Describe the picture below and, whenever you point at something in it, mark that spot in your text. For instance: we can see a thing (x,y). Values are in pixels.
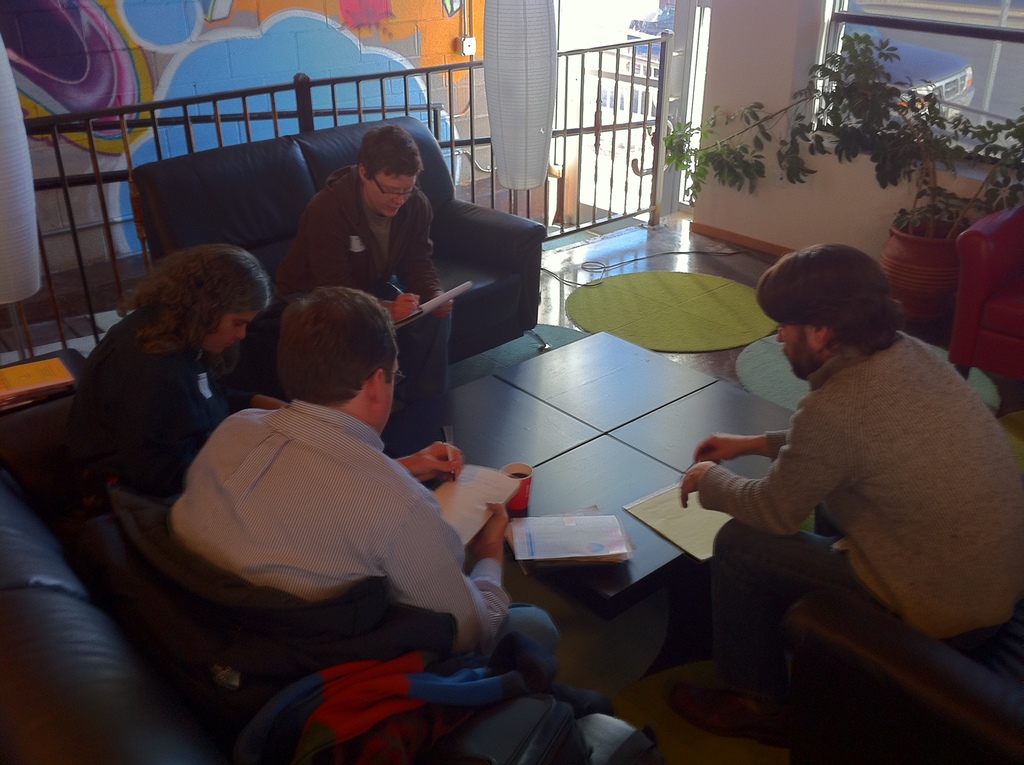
These four persons (220,446) are sitting on the sofa (322,166) and these two persons (422,414) are holding book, pen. We can see glass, book (556,521), paper (545,547) on the table (625,498), wall (772,24), glass window (1018,46), fence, house plant (883,104). We can see mats (687,300) on the floor (621,256).
